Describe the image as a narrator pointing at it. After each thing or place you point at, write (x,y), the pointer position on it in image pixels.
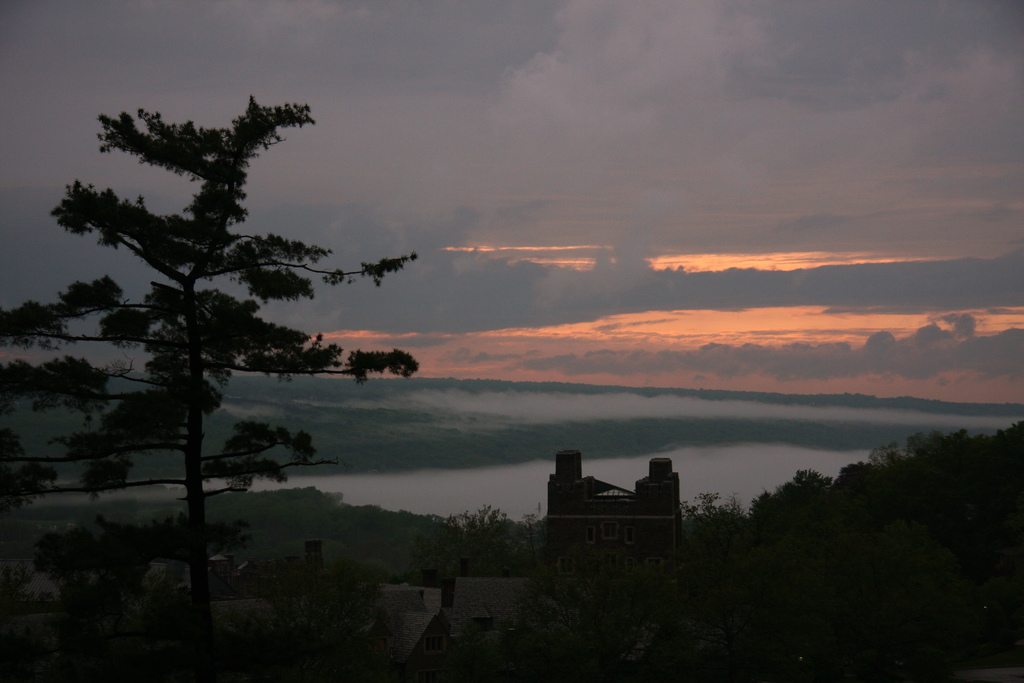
In this picture there is a house (561,486) and greenery (895,491) at the bottom side of the image (653,487) and there is sky (605,235) at the top side of the image (524,185).
